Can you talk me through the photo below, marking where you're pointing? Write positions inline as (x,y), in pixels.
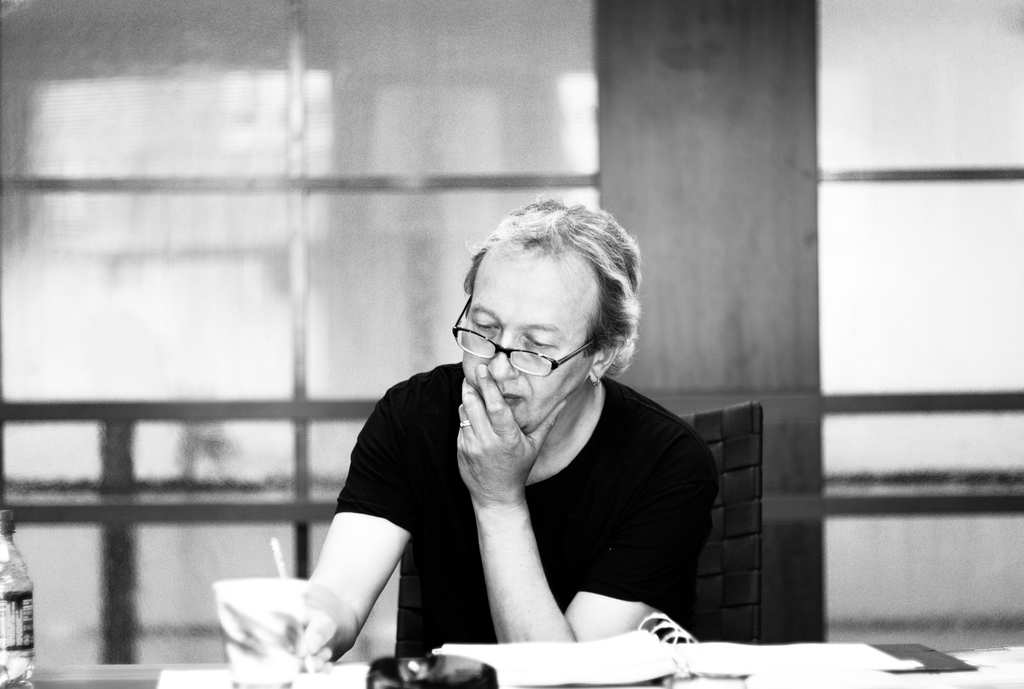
This image is a black and white image. This image is taken indoors. In the background (239,387) there is a wall (748,349). At the bottom of the image (70,678) there is a table (54,669) with a water bottle (15,648), a book (526,684) and a few things (280,671) on it. In the middle of the image (599,383) a man (539,392) is sitting on the chair (735,523) and holding a pen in the hand (305,613) and writing in the book (748,670).
